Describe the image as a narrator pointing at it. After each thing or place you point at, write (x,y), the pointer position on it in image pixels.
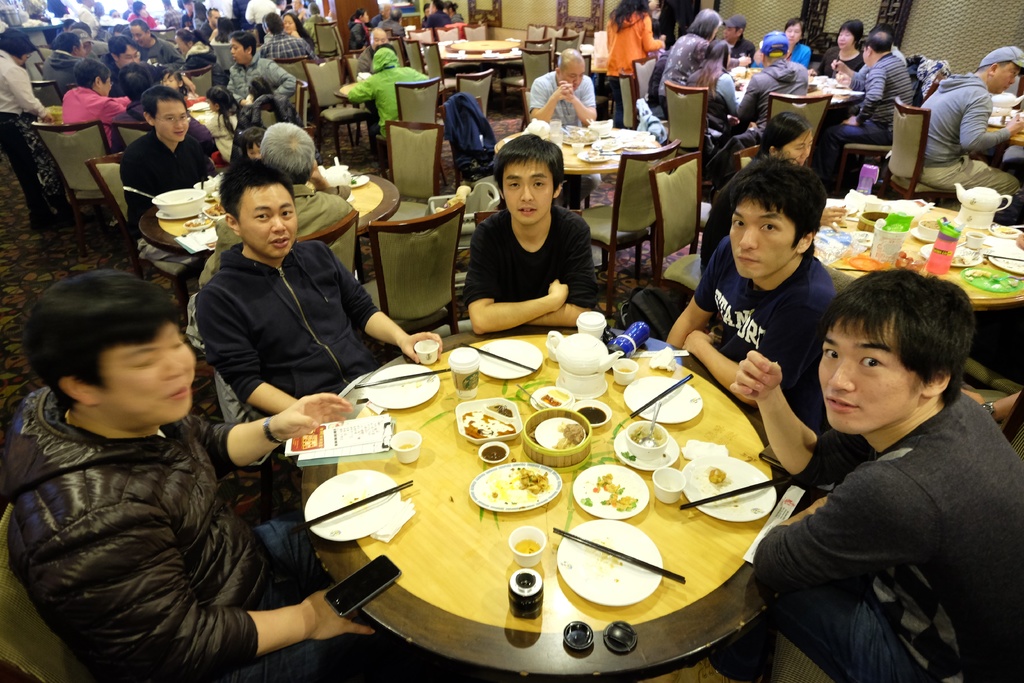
Group of people (918,381) sitting on the chairs (415,108), few persons (714,25) are standing. We can see plates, sticks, kettles (980,200), food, bottles (943,230), bowl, cups (882,245), mobile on the tables (417,428). On the background (870,24) we can see wall (870,24). This is floor (20,329).
